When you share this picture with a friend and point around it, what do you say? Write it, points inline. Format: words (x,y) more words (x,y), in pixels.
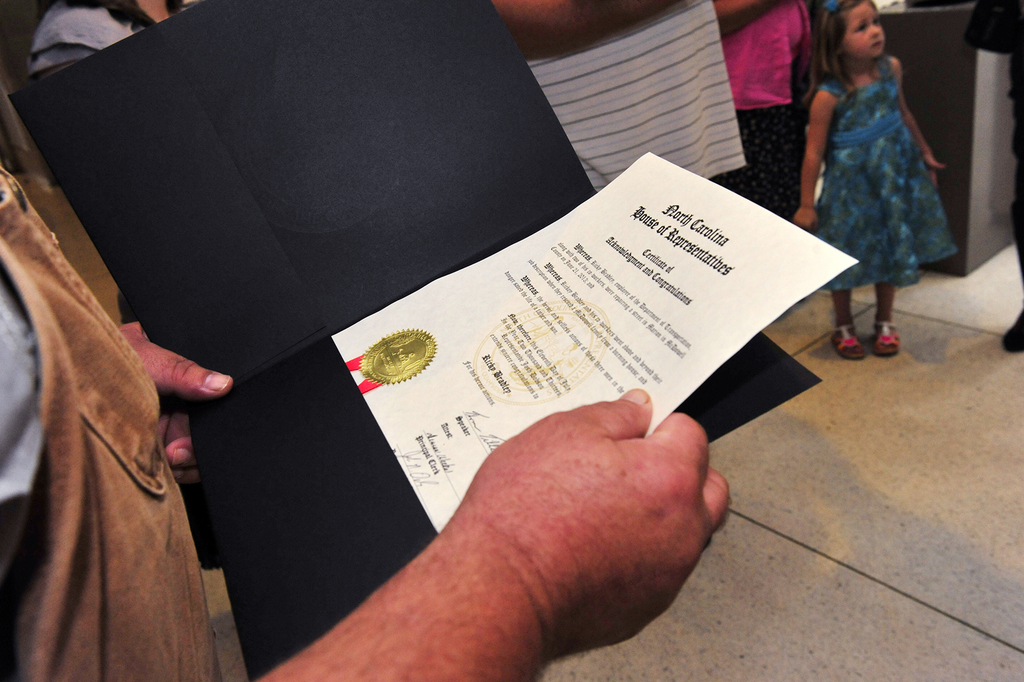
In this image we can see a person (461,607) is holding a paper (617,384) and a file (433,269). Here we can see a kid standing on the floor (886,550). In the background (767,168) we can see wall (950,149) and people (694,127) who are truncated.
